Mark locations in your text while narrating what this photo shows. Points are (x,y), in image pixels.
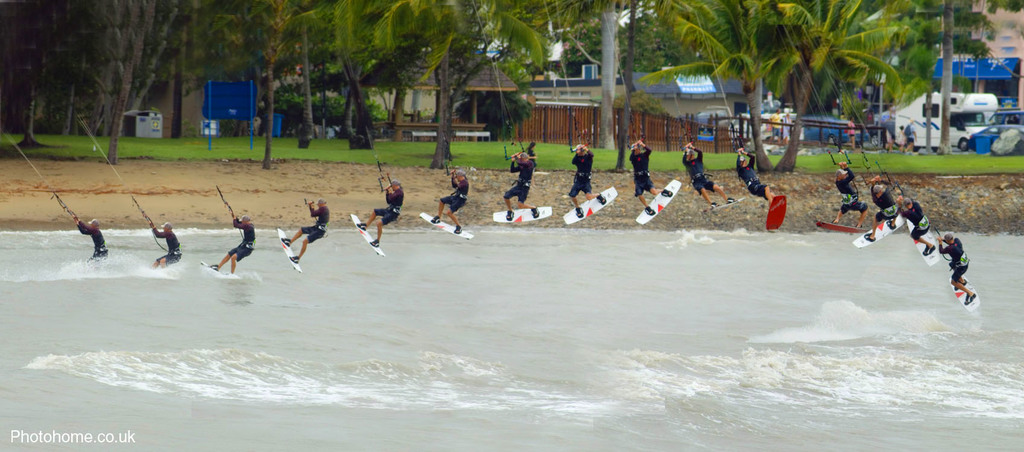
At the bottom of the picture (570,361), we see water (613,367) and this water (477,362) might be in the sea (654,328). We see the people (384,208) are holding the ropes (231,211) and they are surfing on the water (999,256). Behind them, we see the trees (178,109). We see a blue color board (223,111). Beside that, we see an object (153,132) in white color. In the middle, we see a gazebo (425,124) and the benches (454,136). Beside that, we see the wooden fence (552,131). Beside that, we see the people (908,131) are standing and we see the cars (826,116) in white and blue color. Behind that, we see a board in blue color. Beside that, we see a white color banner (708,86) with some text (697,92) written on it. There are trees (531,58) and buildings (598,73) in the background (645,59).
